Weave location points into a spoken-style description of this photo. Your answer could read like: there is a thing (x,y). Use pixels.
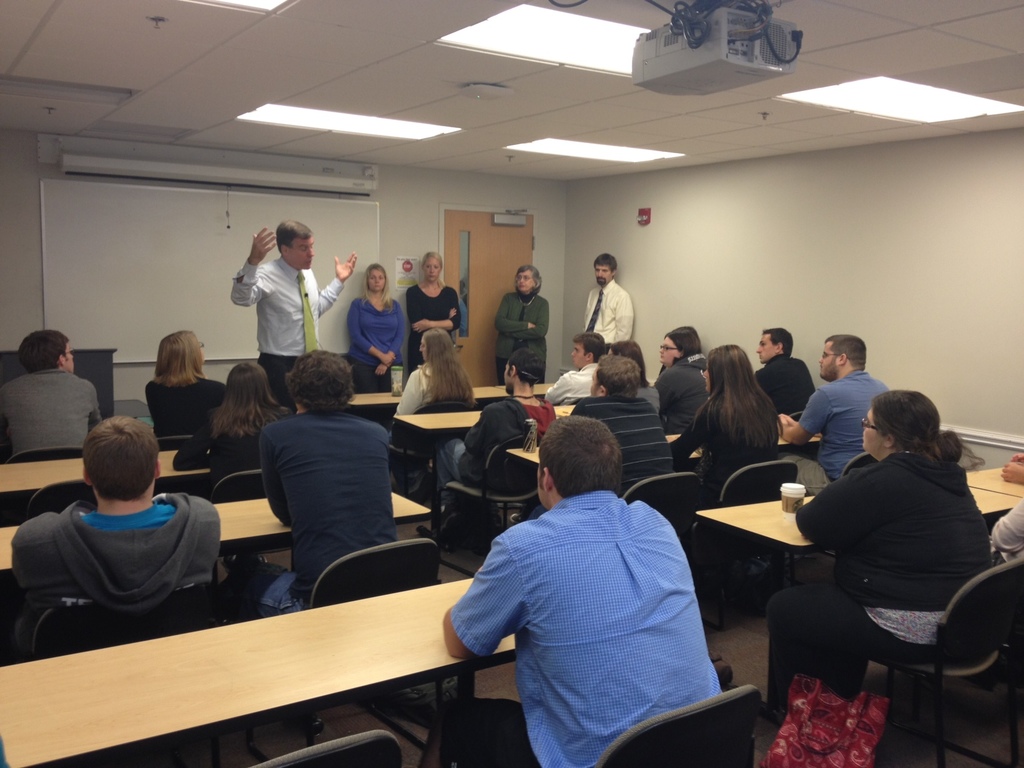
In this image we can see a group of people (146,432) are sitting on the chair (72,497), and in front here is the table (61,466), and in front here is the group of people (380,320) standing, and here is the board (339,321), and here is the wall (584,259), and here is the door (494,249).
